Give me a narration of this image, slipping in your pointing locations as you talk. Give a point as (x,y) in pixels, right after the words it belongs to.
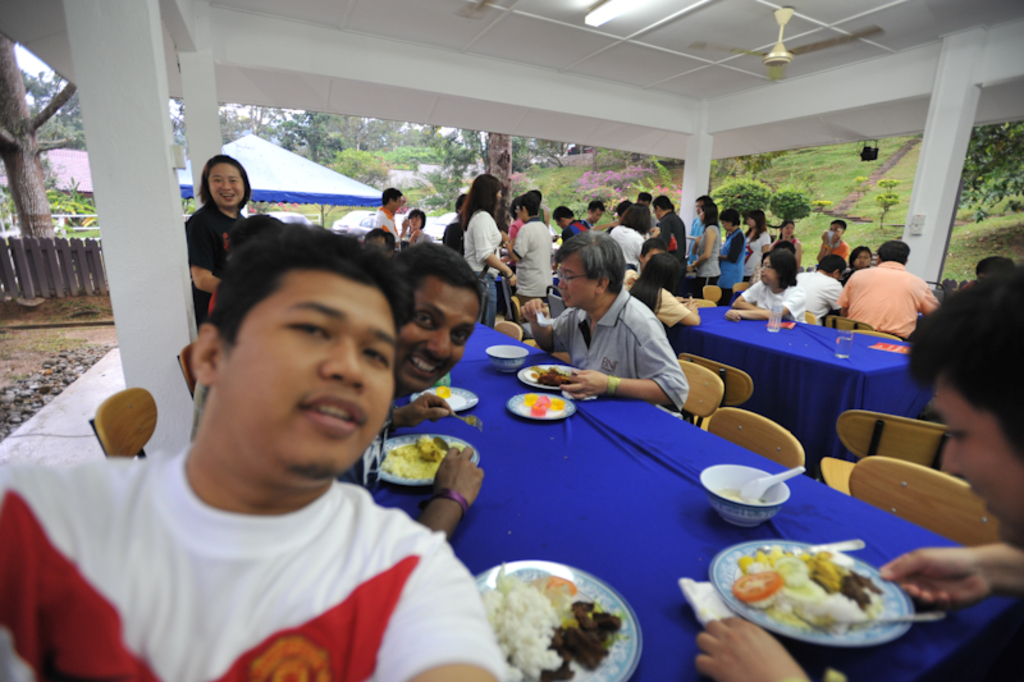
So many people (708,272) are sitting over here and standing in queue. One person (309,522) is wearing red and white t shirt (224,604) and behind him one person (419,359) is smiling. And there is a table (592,552), over the table (559,431) there are some plates (588,580) and bowls (767,508). There are some food items (554,638) on the plates (408,440). And behind this there is a fencing (41,241). And a small tent (289,187) is there. In the background (364,145) there are trees (382,145). And there is a fan (757,52) on the ceiling (708,52). One lady (217,224) is wearing a black t shirt (212,225) and smiling.
